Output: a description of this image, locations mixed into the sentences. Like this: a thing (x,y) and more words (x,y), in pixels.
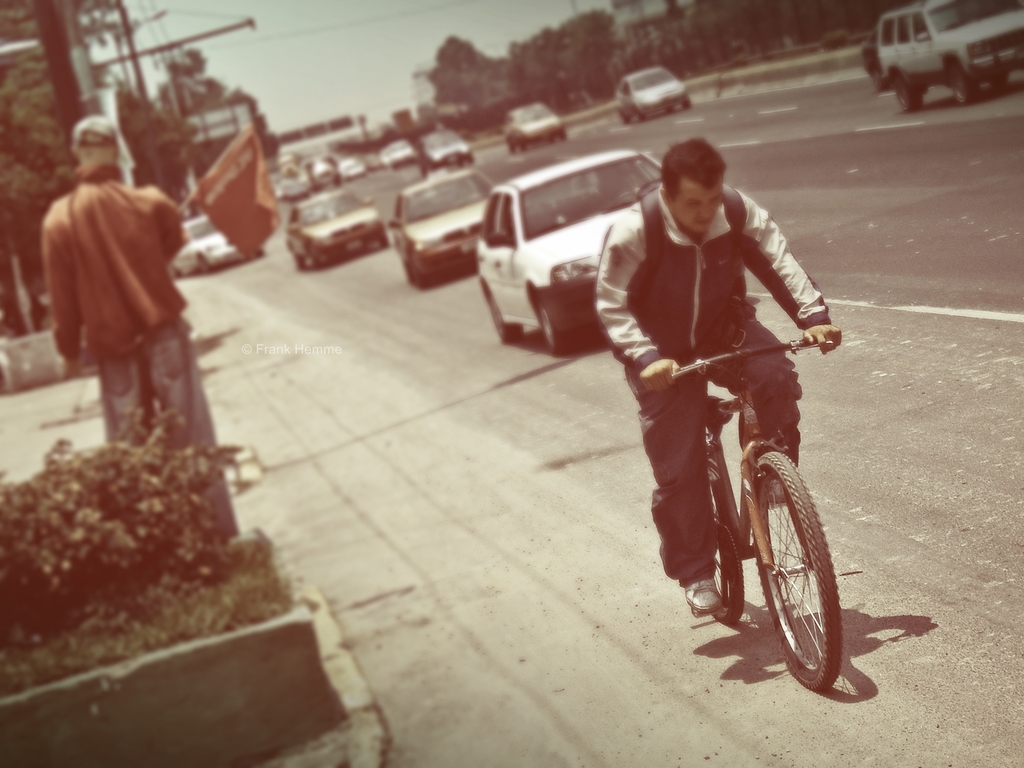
In the image we can see there is a man (672,508) who is sitting on bicycle (722,509) and there are other cars (599,170) which are moving on the road (438,285) and there is a man (127,348) standing here.
